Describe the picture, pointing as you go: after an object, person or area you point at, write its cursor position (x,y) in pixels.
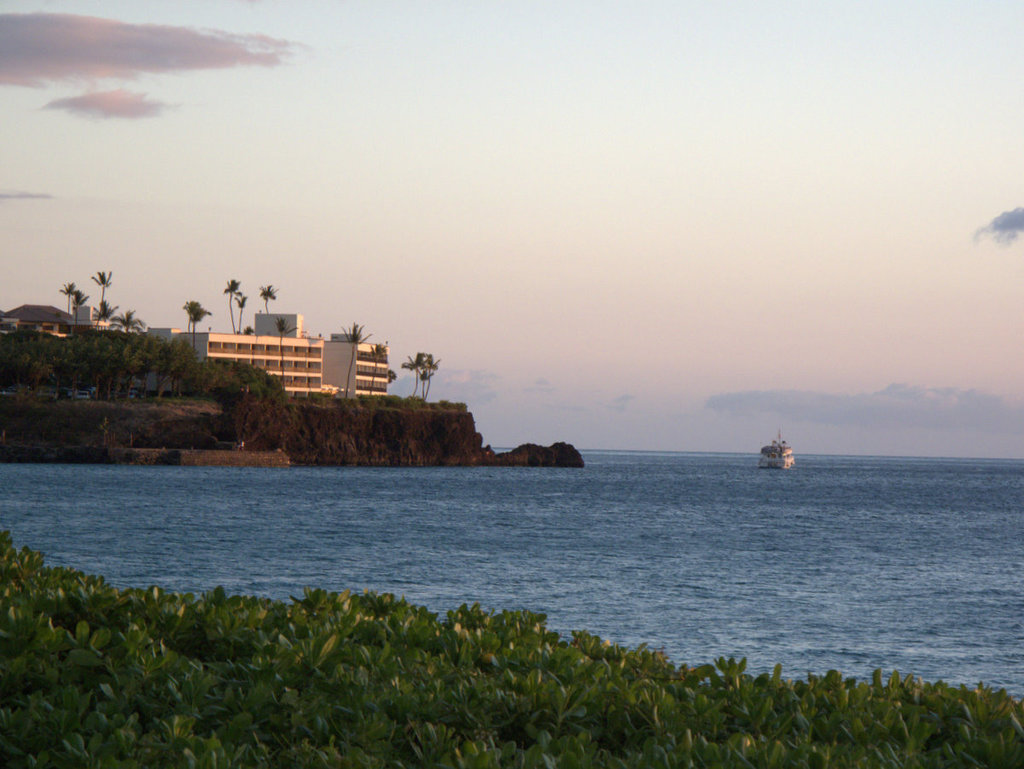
In this image I can see the grass (493,693) and the water (608,604). I can see a ship (778,465). In the background (346,374), I can see the trees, buildings (279,360) and clouds (131,46) in the sky (799,207).
